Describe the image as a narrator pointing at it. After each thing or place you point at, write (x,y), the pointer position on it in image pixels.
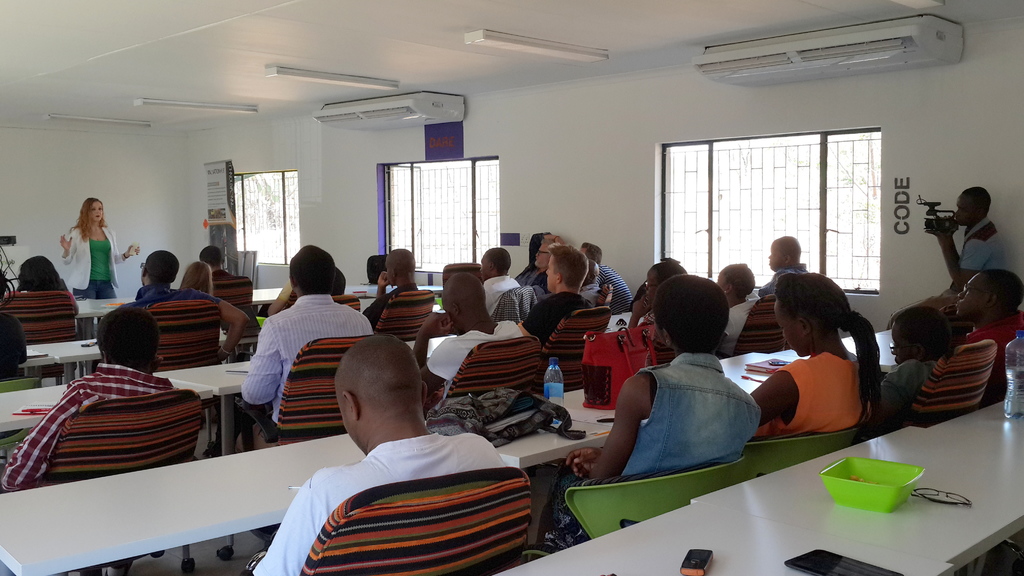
In this picture there are group of people (775,252) those who are sitting on the chairs (152,424) and there are tables (755,543) in front of them, there are windows (719,202) at the right side of the image (864,265) and there is a lady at the left side of the image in front of the table (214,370), she is explaining something there is a person (988,227) who is standing at the right side of the image (976,238) he is taking the video.
